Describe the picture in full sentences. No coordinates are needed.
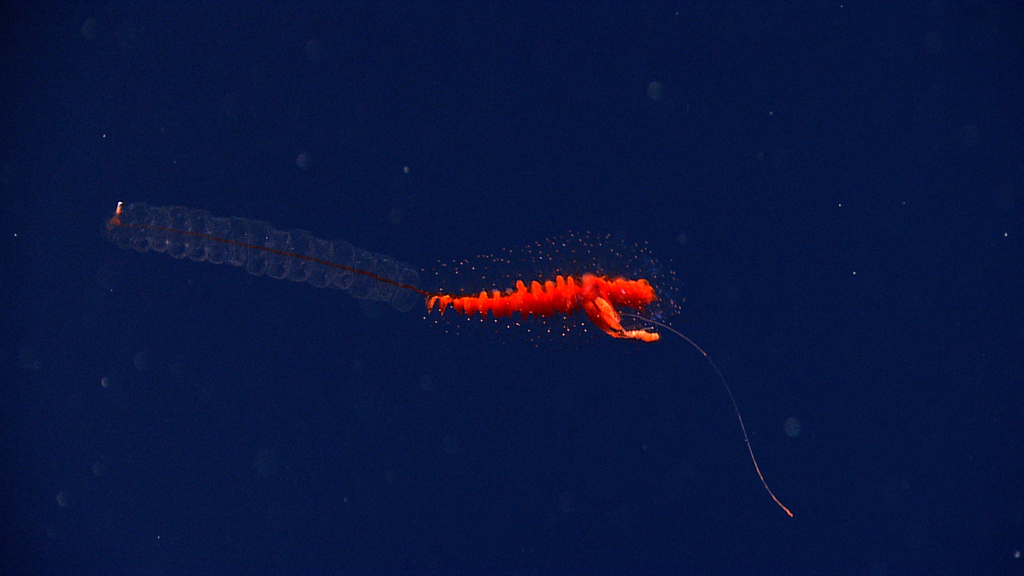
In this image we can see a red colored invertebrate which looks like a aquatic animal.
